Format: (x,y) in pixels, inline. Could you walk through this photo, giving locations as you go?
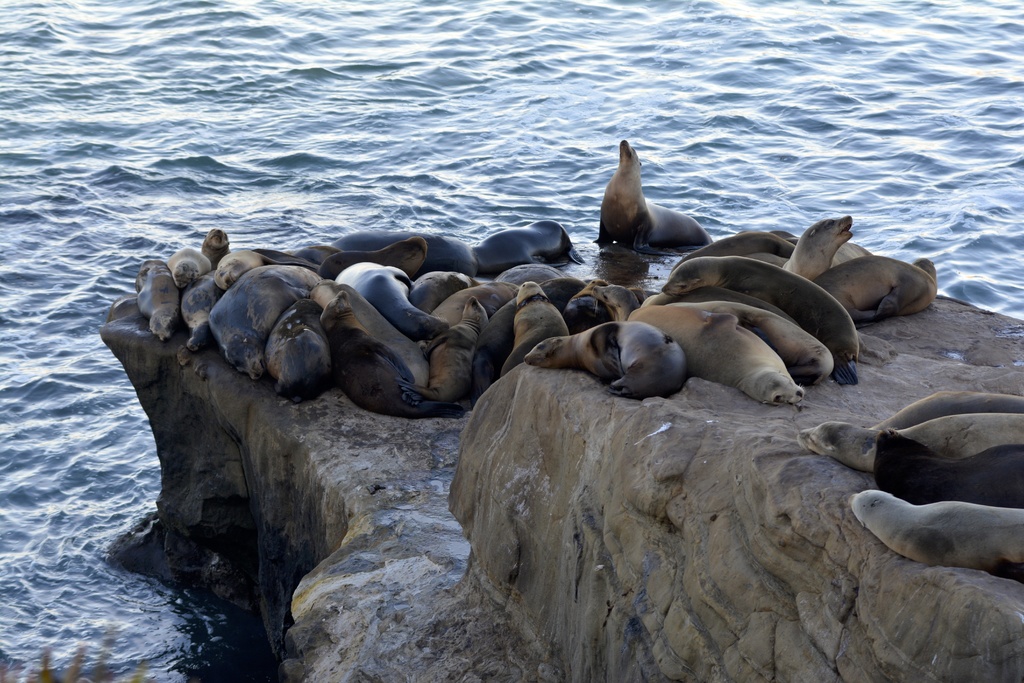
In the image we can see there are many seals (473,366) lying on the rock (495,399) and we can see the water (260,112).
